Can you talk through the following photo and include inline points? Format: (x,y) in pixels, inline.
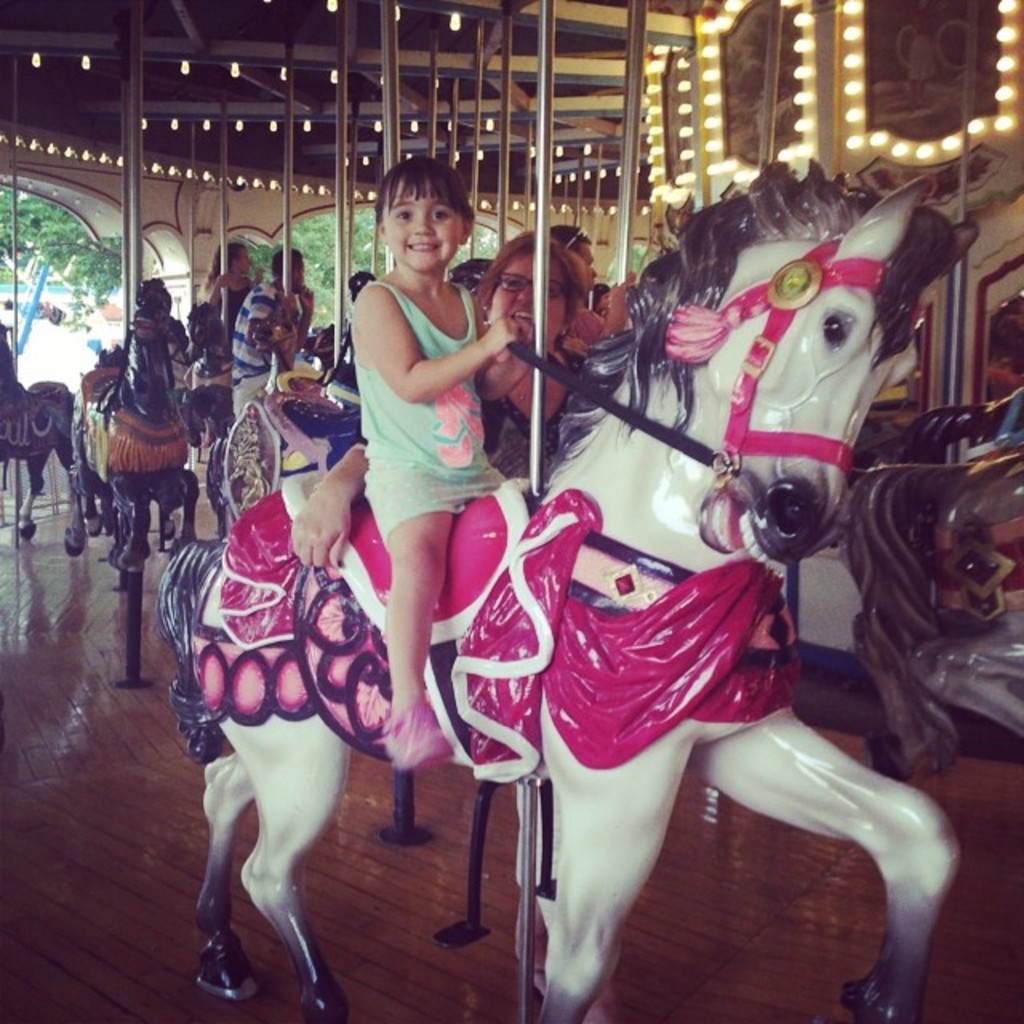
In this image I can see few people (337,486) on rides (917,810).
